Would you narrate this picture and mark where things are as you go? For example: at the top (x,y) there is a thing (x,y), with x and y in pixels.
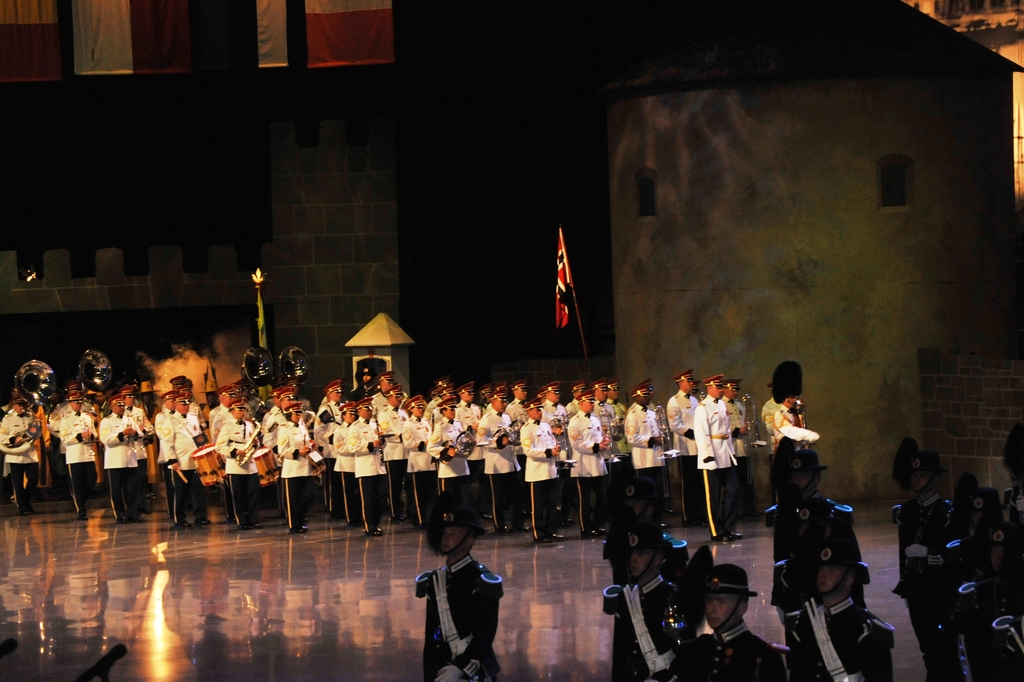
In this picture there are group of people (170,414) playing musical instruments (746,444). At the back (820,147) there is a wall (747,178) and there is a flag (559,258). At the top (250,39) there is a flag (93,43). In the foreground (823,676) there are group of people (737,584) walking.
